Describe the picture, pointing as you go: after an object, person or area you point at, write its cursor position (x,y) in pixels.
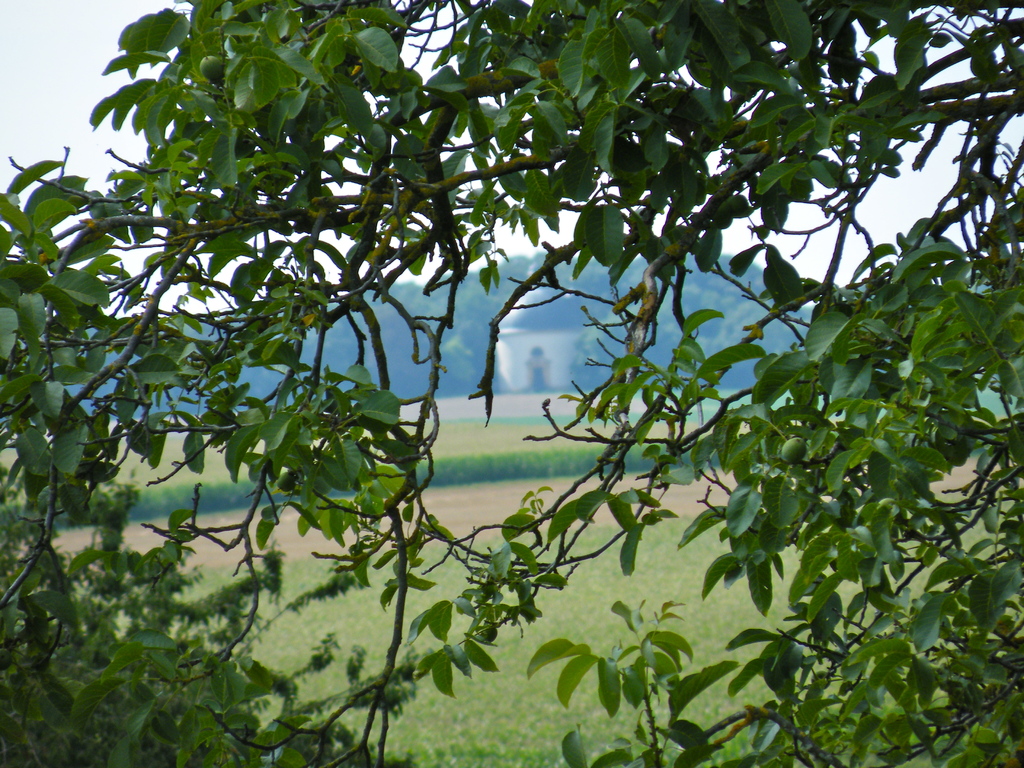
This picture is highlighted with a tree (813,544) and i guess it's a lemon tree (797,462). There is a grass (575,610), fresh green grass (569,612). Here on the background of the picture (545,348) we can see a house (557,363), behind the house (535,343) there are trees (741,307). On top of the picture (71,78) there is a sky (68,61) and it seems like a sunny day.
